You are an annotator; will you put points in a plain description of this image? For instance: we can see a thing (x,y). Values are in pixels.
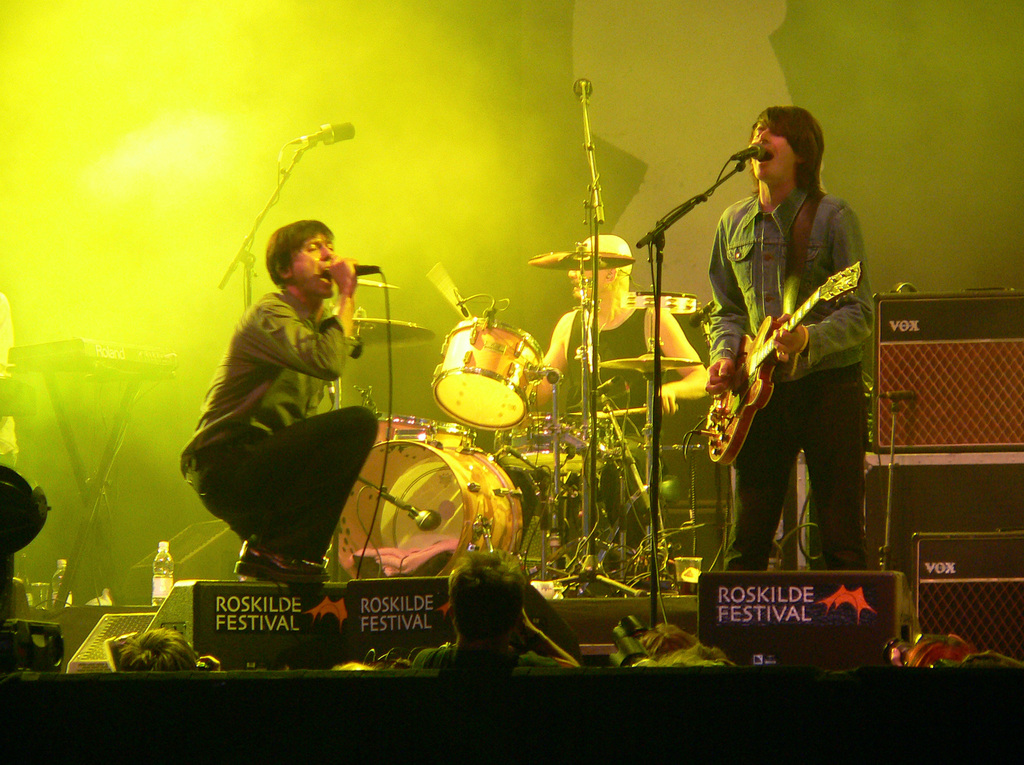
Here are two people (281,384) singing songs. This man (758,249) is playing guitar (758,355). Here is another man (612,328) sitting and playing drums (645,364). These are the audience (467,658) watching the performance. This looks like a piano (115,361).
